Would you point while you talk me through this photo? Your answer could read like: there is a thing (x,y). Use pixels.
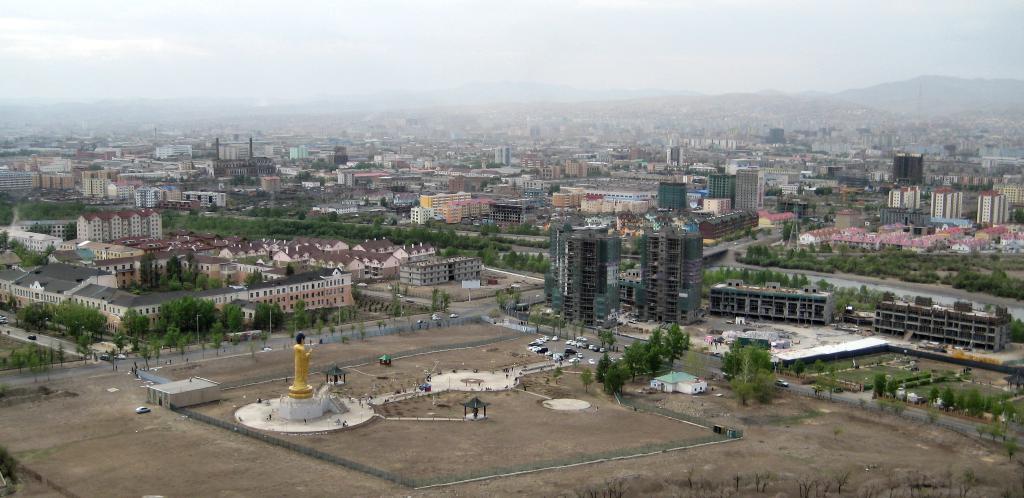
This is a picture of a city (457,338), where there are vehicles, roads (601,328), buildings (533,171), trees (942,392), statue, hills (460,112), and in the background (317,24) there is sky (482,16).
